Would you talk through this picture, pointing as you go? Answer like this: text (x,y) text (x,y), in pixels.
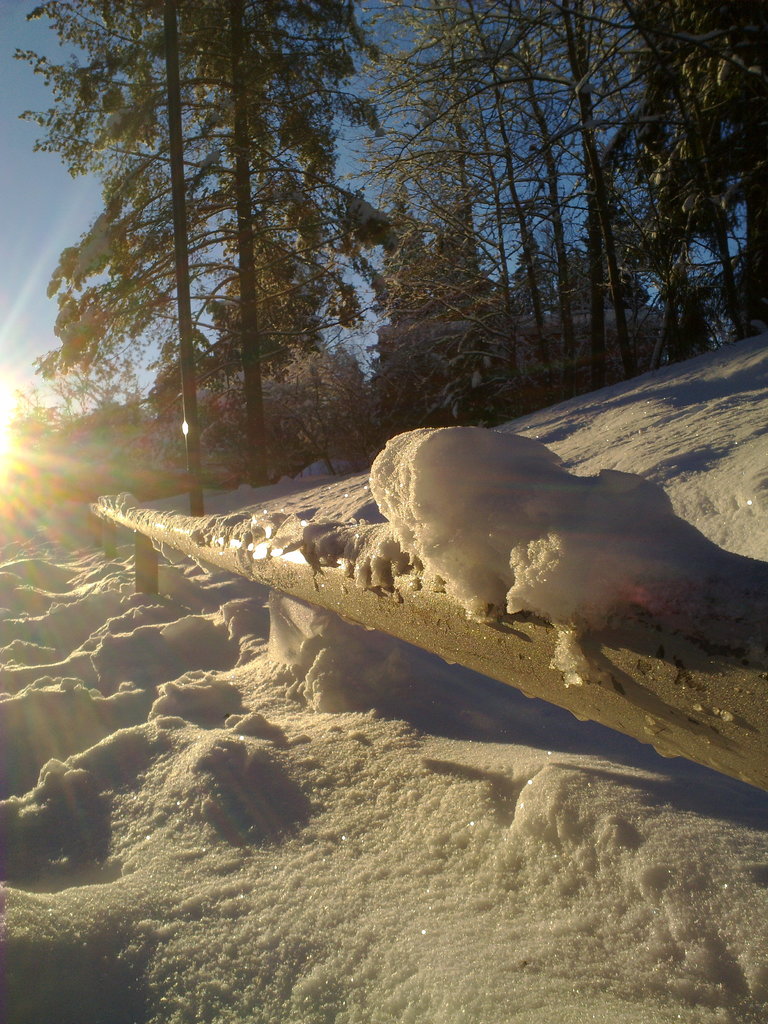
In this image we can see a fence (136,550) and the ground (342,803) which is covered with the snow (391,824). On the backside (253,396) we can see a group of trees (263,414), the sun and the sky (39,273) which looks clear.
